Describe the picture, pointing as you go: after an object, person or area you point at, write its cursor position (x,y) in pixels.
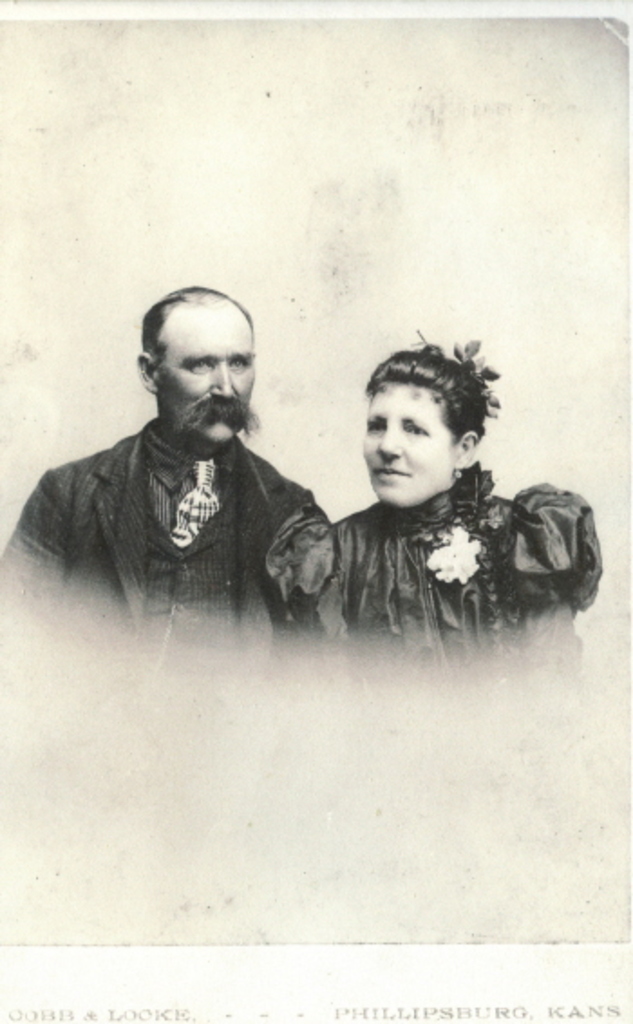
Here, we can see a picture (483,180), there is a man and a woman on the picture (166,173).
